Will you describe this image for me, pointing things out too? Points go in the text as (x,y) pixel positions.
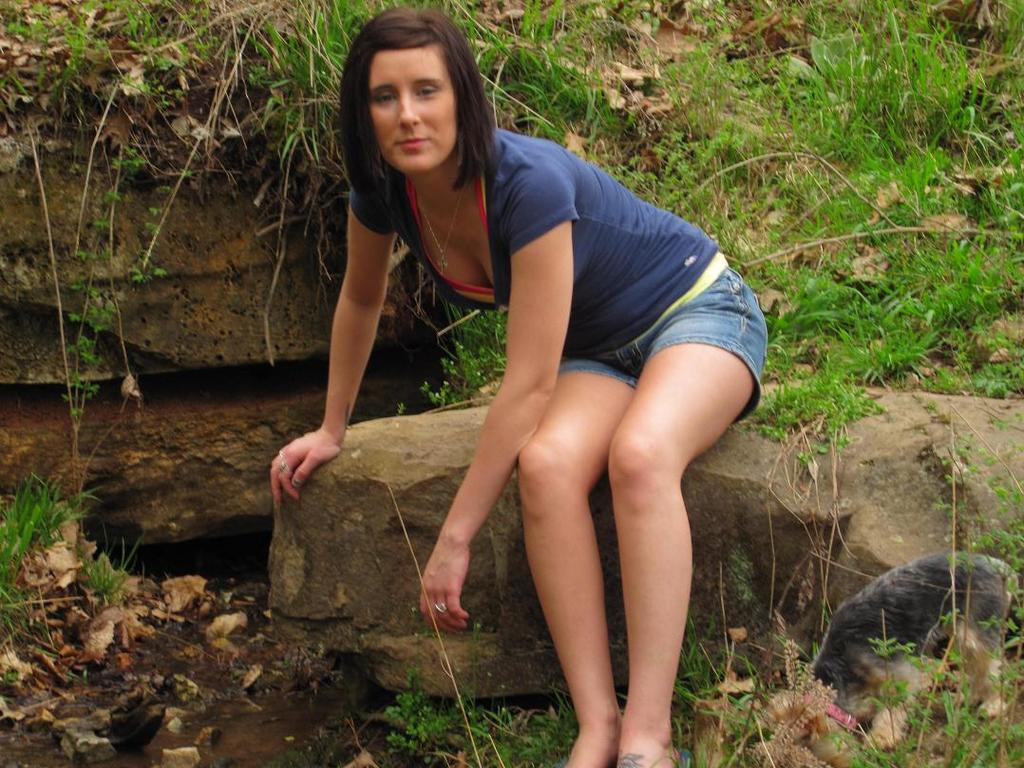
This is the picture of a lady (627,484) who is wearing the shorts (648,343) and sitting on the rock (534,623) and behind there are some other rocks (300,245) and some plants (31,520).
